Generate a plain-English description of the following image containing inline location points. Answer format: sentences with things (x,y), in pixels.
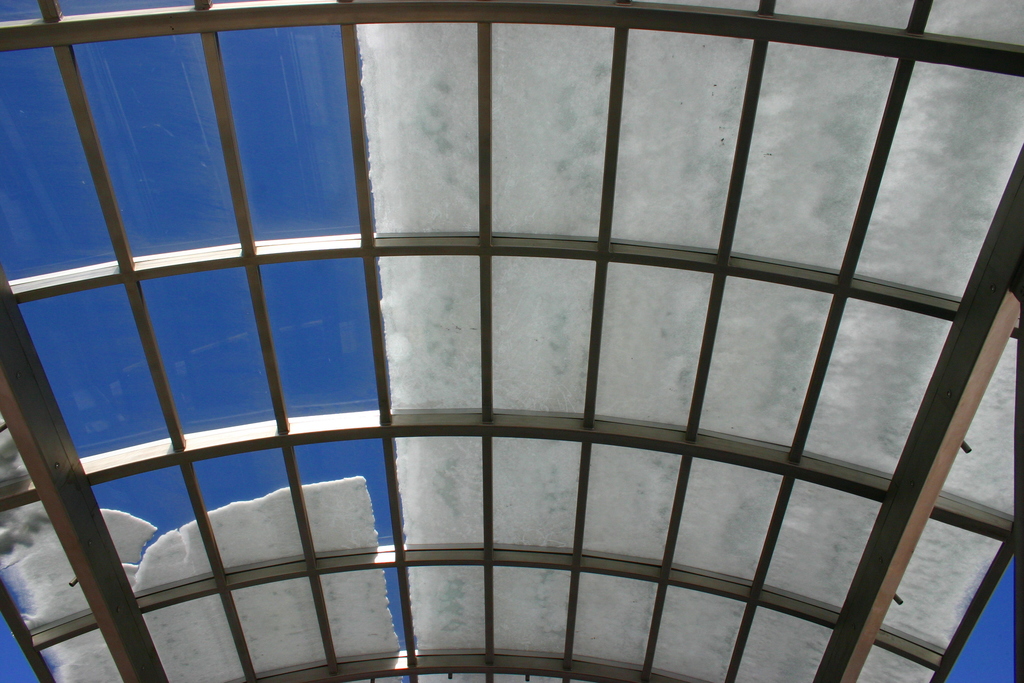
In the foreground of this image (591,487), it seems like a roof (682,274) of a shed (682,251) and some snow (563,314) on it.
